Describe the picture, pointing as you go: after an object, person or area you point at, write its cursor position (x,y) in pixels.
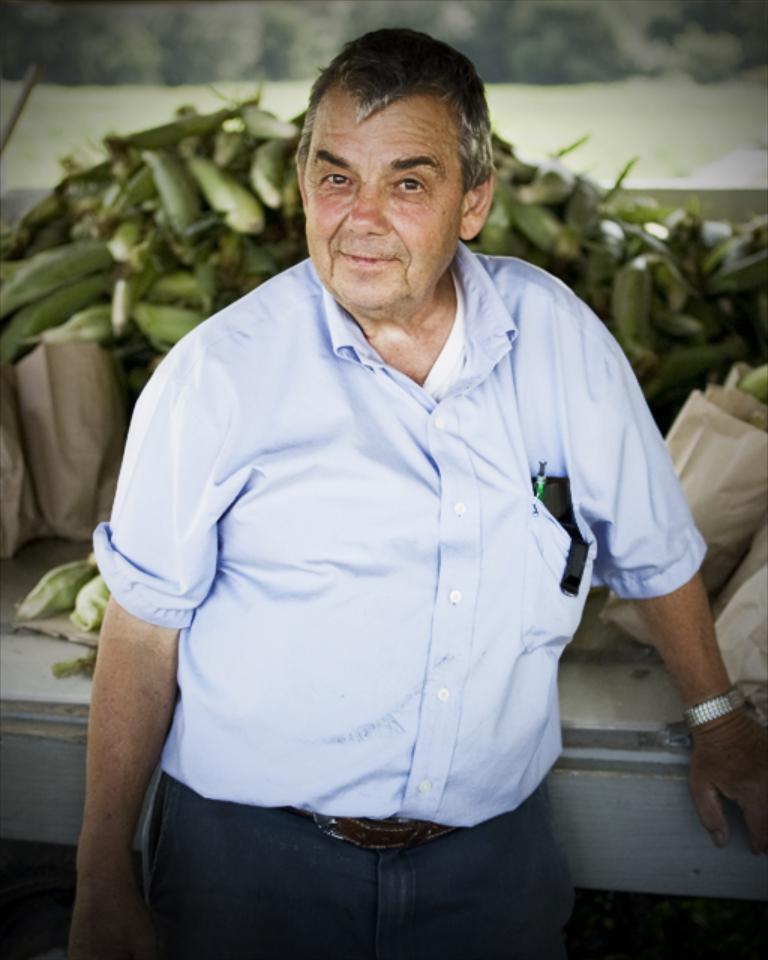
In the picture I can see a man (340,493) is standing and smiling. The man (344,500) is wearing a shirt (381,639), pant (386,858) and a belt (372,830). In the background (257,276) I can see bags (48,474) and some other things (180,255) on white color surface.
